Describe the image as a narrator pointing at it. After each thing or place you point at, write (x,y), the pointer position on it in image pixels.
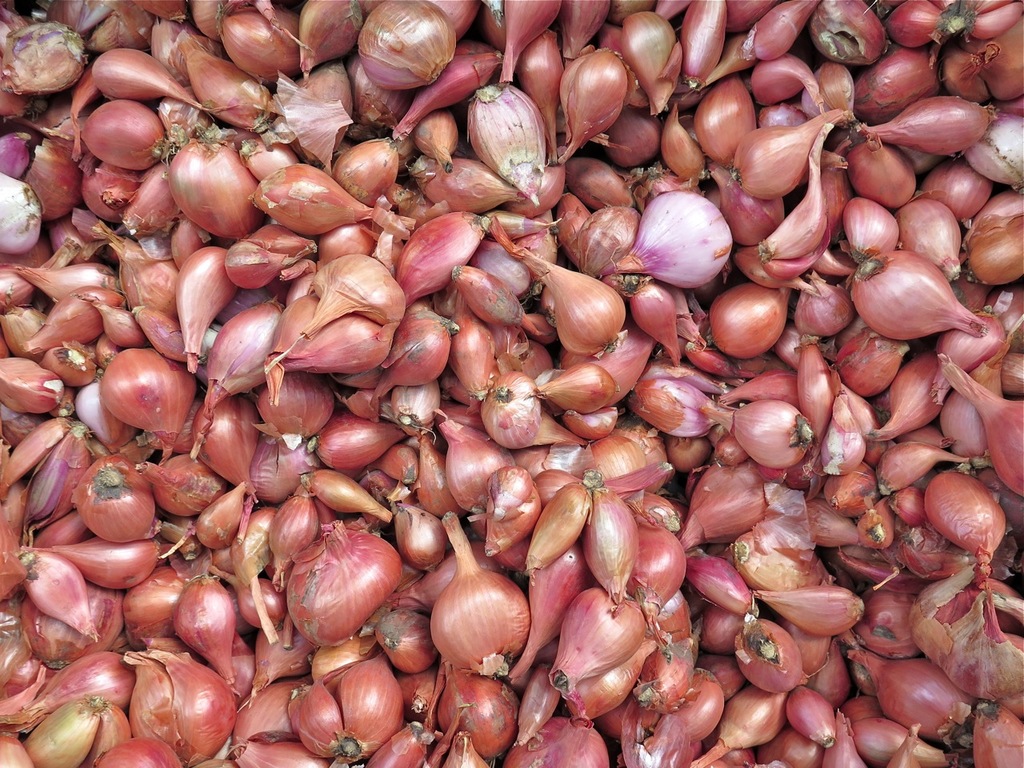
In this image there are onions (584,316).
